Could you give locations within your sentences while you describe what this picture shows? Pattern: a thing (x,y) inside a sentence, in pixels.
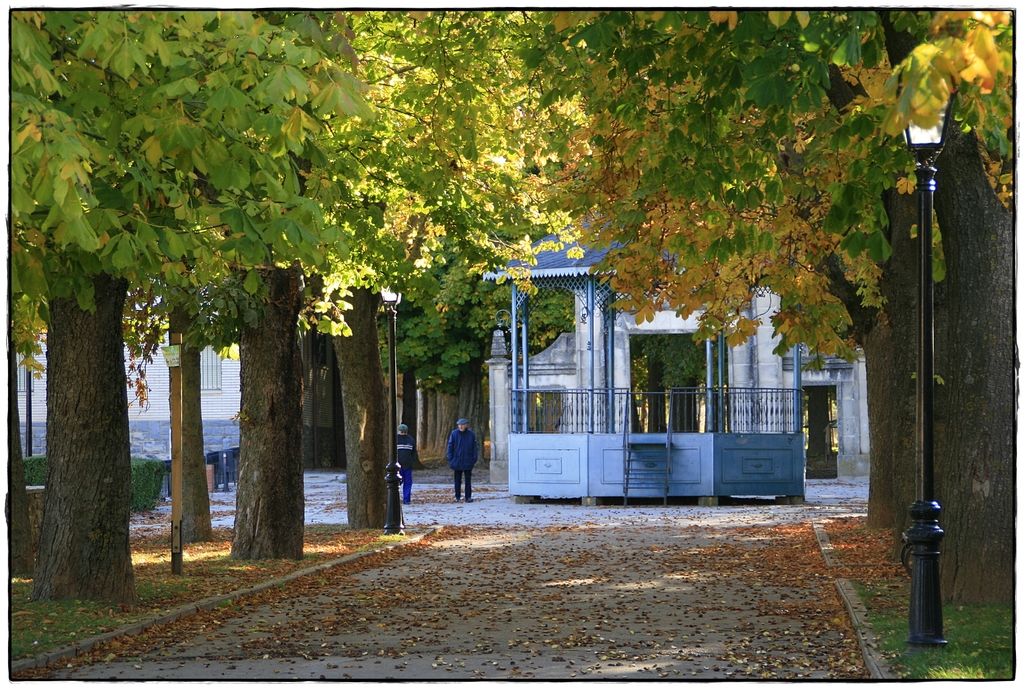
In the center of the image (543,394) we can see a shed (705,385), railing (685,408), stairs (661,464), roof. In the background of the image (477,376) we can see the trees (615,241), poles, lights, building (308,373), window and two people (414,441) are standing. At the bottom of the image (524,621) we can see the pavement (606,626), grass (1004,635) and dry leaves (607,553).
